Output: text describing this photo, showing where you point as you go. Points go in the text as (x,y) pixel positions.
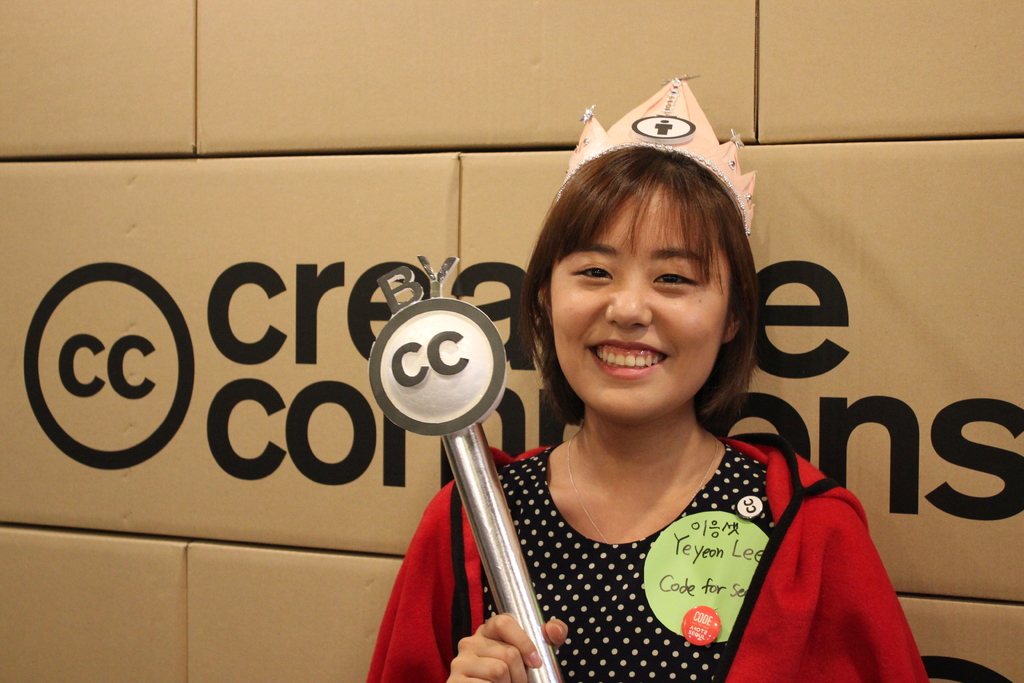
In this picture we can see a woman (454,595) in the red jacket (438,585) is holding an object (479,514) and the woman (607,543) is smiling. Behind the woman (603,507) it is written something on the objects (246,343).
